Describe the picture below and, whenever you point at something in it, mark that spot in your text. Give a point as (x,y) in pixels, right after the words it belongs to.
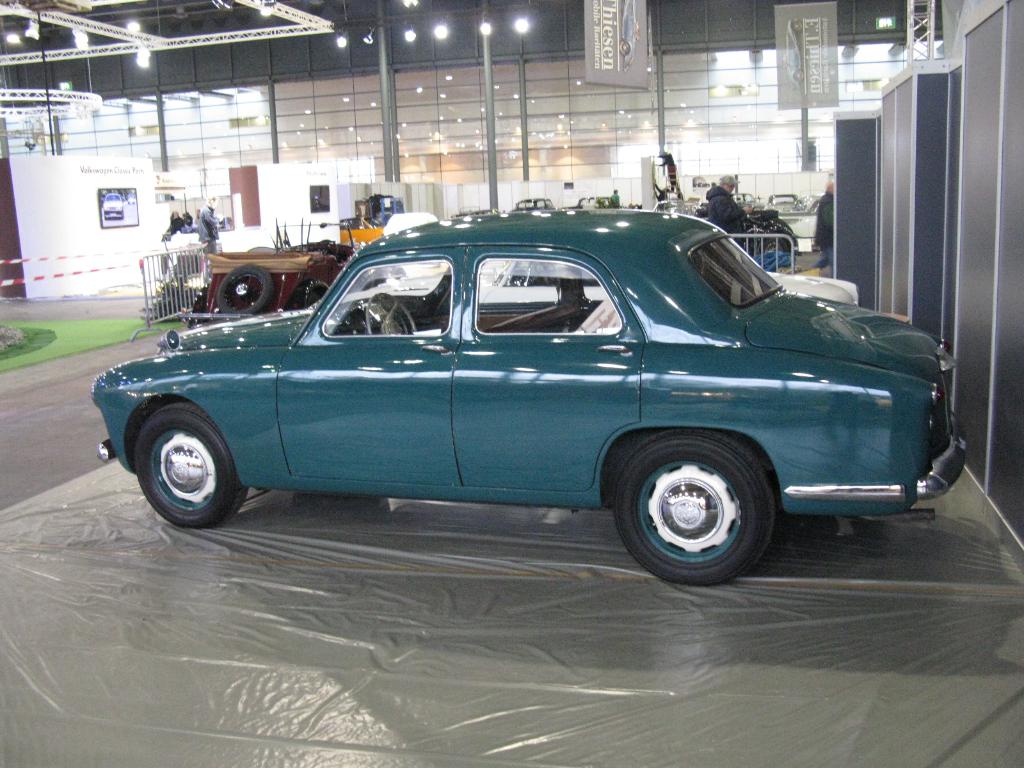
In this image I see number of cars (553,248) and I see few people (709,210) and I see the poles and banners (619,83) on which there are words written and I see the lights (367,44) and I see the path (43,377). Over here I see a photo (107,209) of a car (115,197).
